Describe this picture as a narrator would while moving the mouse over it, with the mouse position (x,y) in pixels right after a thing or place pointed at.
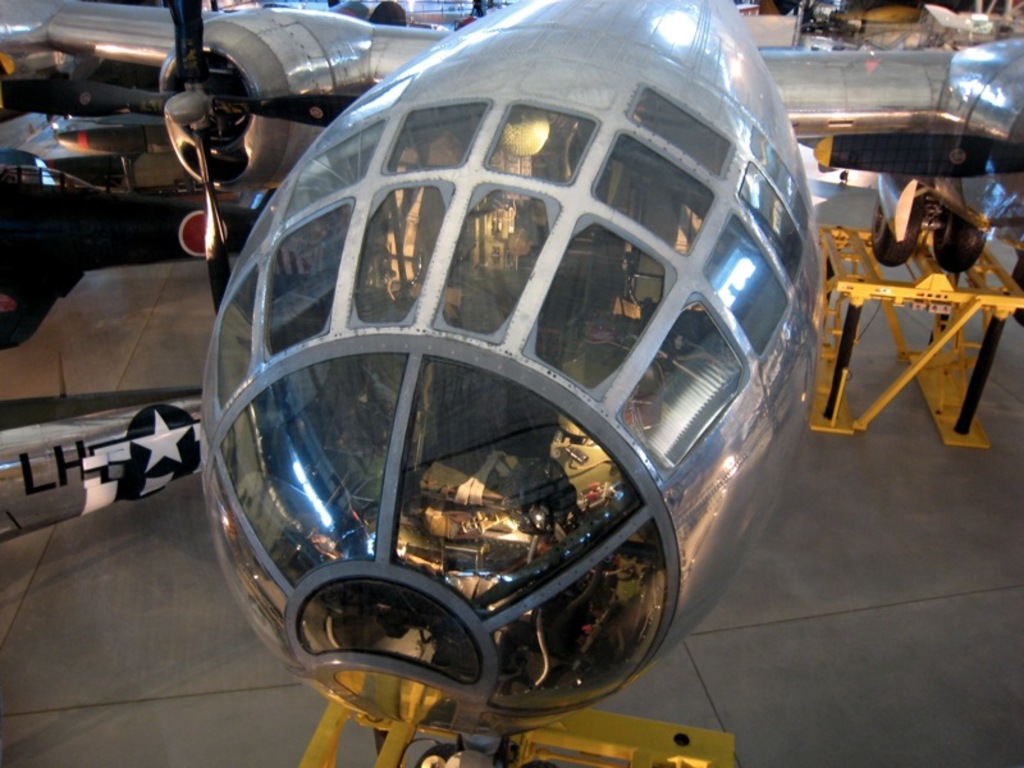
In the picture we can see a air craft (479,633) on the path (180,620) which is gray in color with glasses (327,590) to it and under it we can see some stands (937,398) which are yellow in color.
